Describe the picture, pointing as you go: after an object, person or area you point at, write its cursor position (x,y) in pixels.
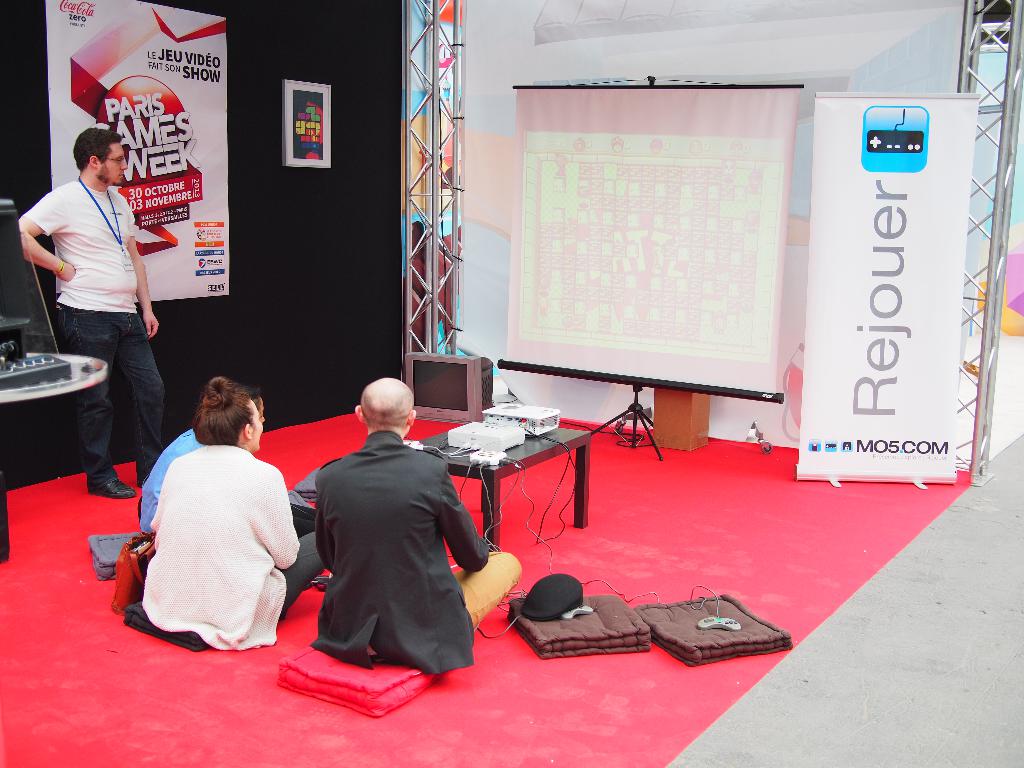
In this image the man (119,321) is standing and three person (203,594) sitting on the floor (410,713). On the table (518,462) there is a projector (523,421). In front there is a screen (608,247).
